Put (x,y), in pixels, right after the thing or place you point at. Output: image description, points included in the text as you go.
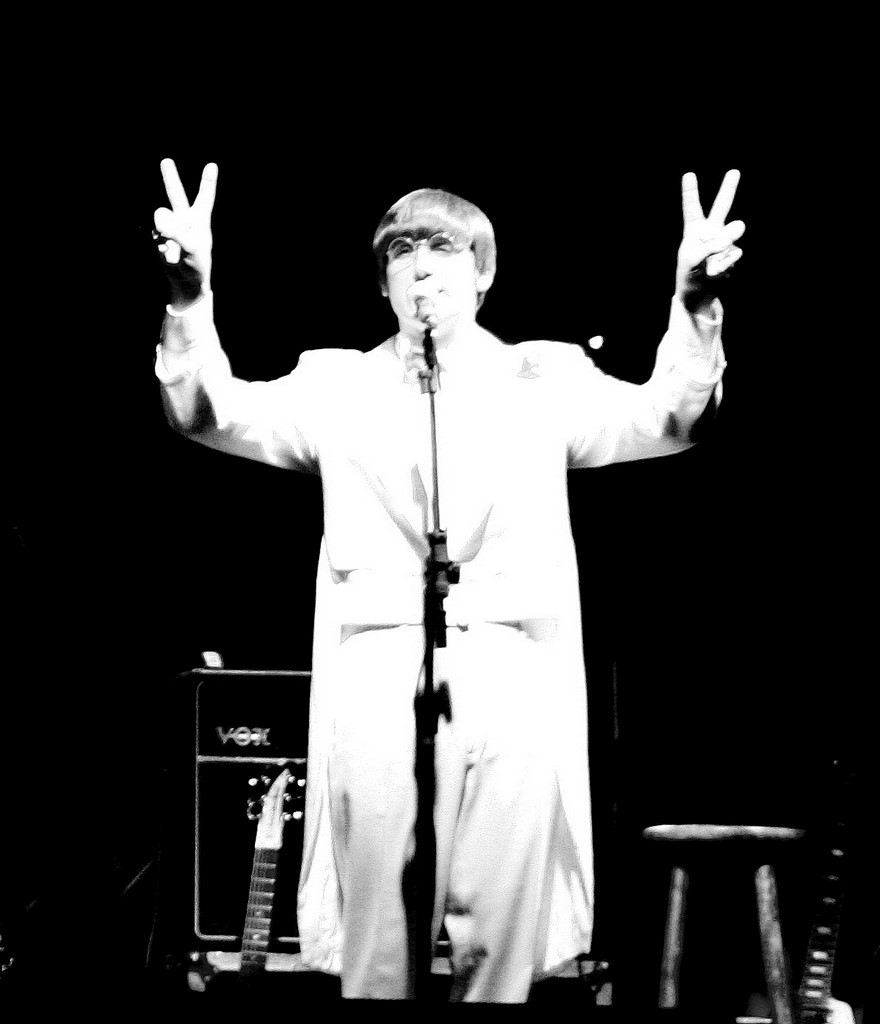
This is black and white image in this image there is a person (506,353) standing in front of a mic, in the background (83,524) it is dark.
